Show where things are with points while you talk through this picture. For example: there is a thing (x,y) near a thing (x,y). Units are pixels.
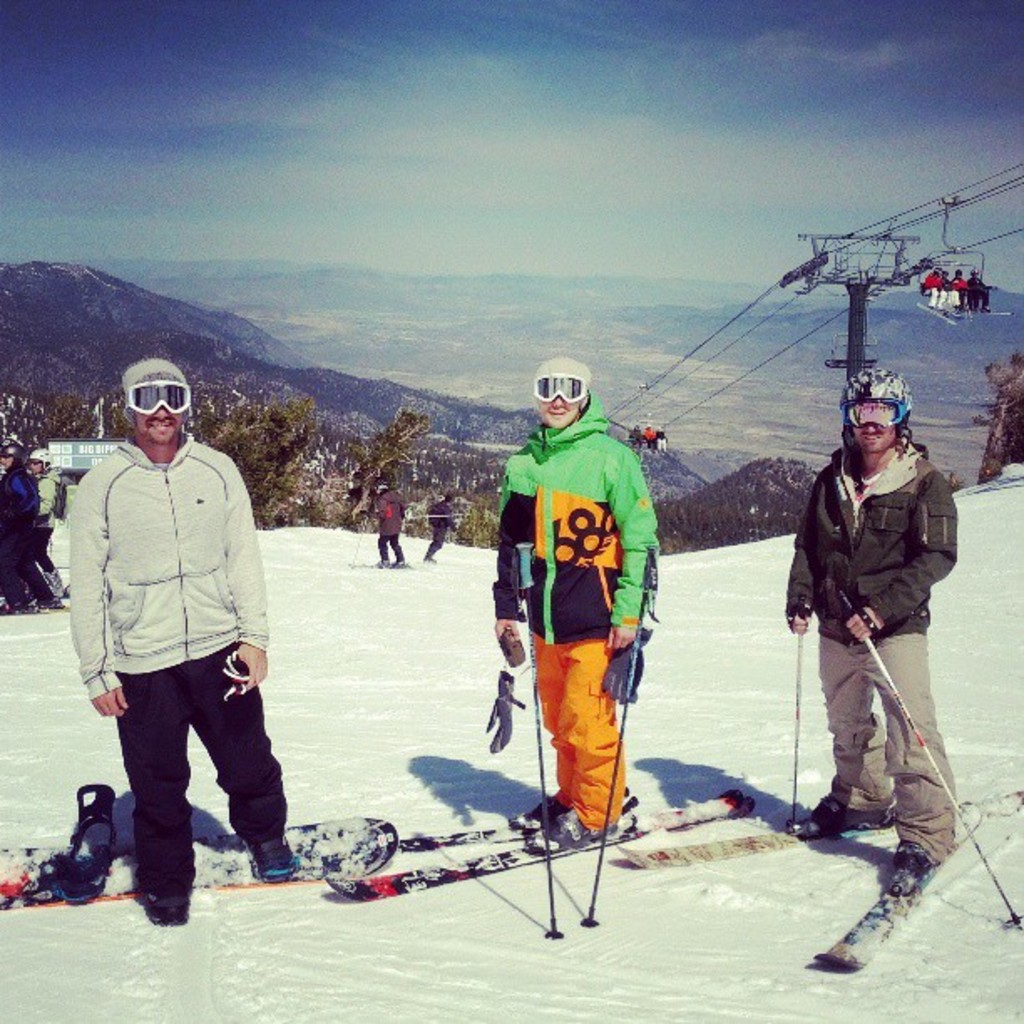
The picture looks like it is clicked near the Himalayas (79,294) and here there is mountain (161,326), trees (275,448), snow (363,650) and the sky (345,90). There are three persons (889,587) standing in front (895,572) and they are wearing snow jackets (564,504). The man (172,511) to the left (164,558) is wearing white colored jacket (183,604), the person (529,532) in the middle (543,575) is wearing a green colored jacket (589,598), the man (851,579) to the right (846,570) is wearing brown colored jacket (870,555). There is Rope way (856,242) here, there are few people (954,288) travelling through the ropeway (858,333).
